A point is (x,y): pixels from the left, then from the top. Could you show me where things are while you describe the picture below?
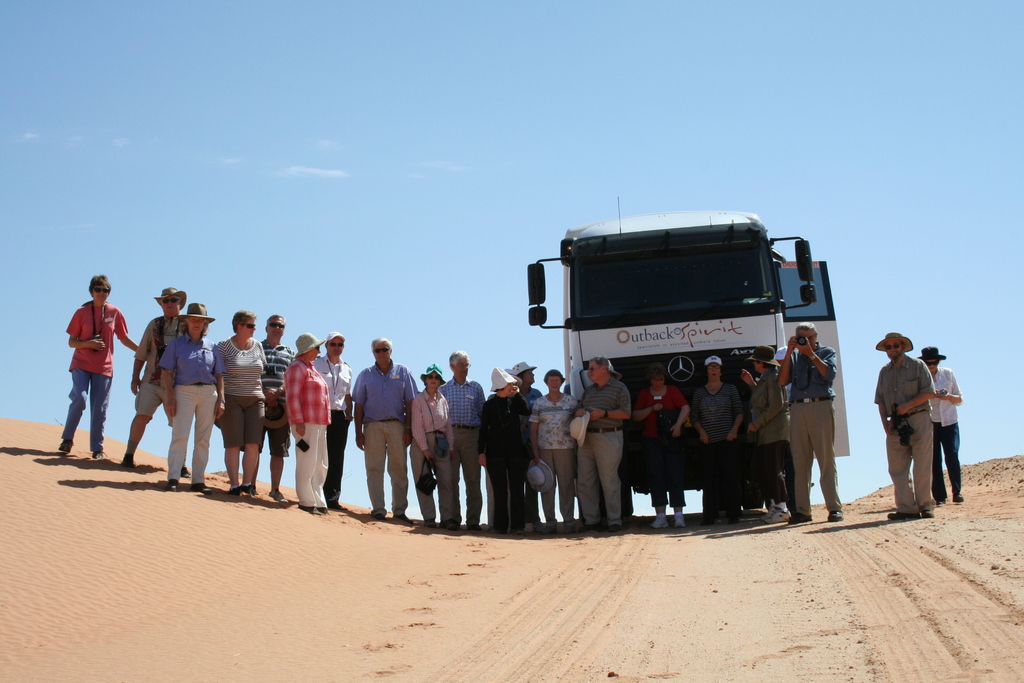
In the image we can see there are people (197,354) standing on the ground (628,616) and there is sand (675,557) on the ground (716,567). Behind the people (724,409) there is a vehicle (715,296) parked on the ground (980,544) and there are few people (608,362) wearing hats (501,374). The sky (468,194) is clear.
